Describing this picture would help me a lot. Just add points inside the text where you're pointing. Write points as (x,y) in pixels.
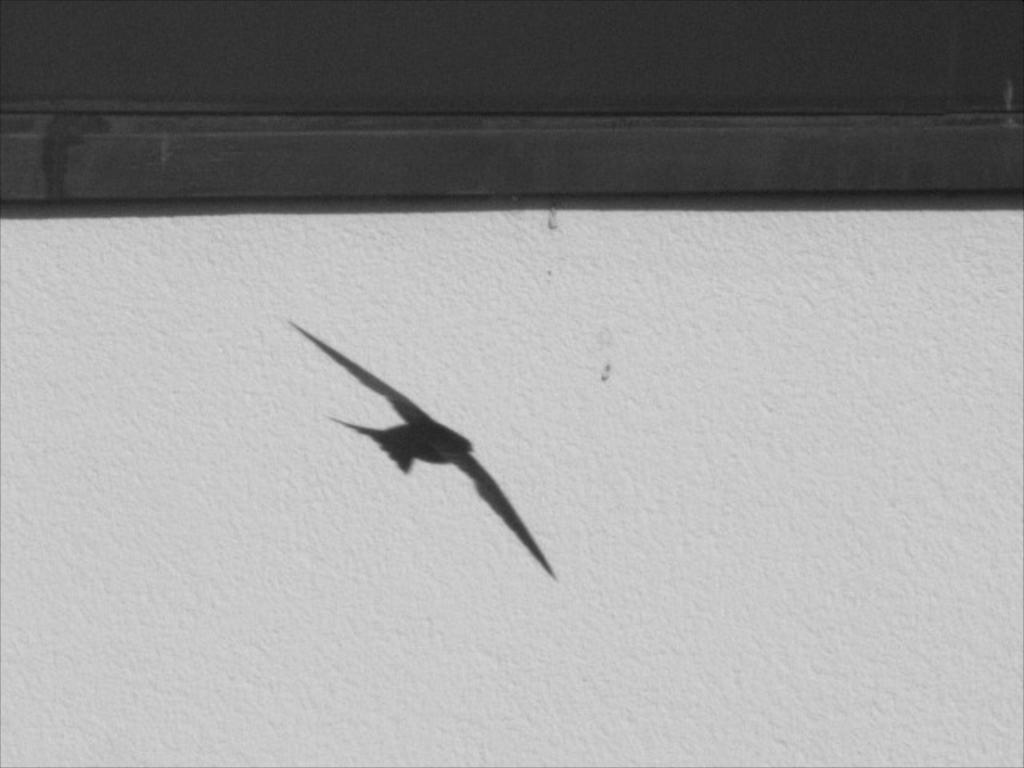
In this picture we can see a wall (652,609), we can see a shadow (452,457) of a bird (421,440) on the wall (424,488).
